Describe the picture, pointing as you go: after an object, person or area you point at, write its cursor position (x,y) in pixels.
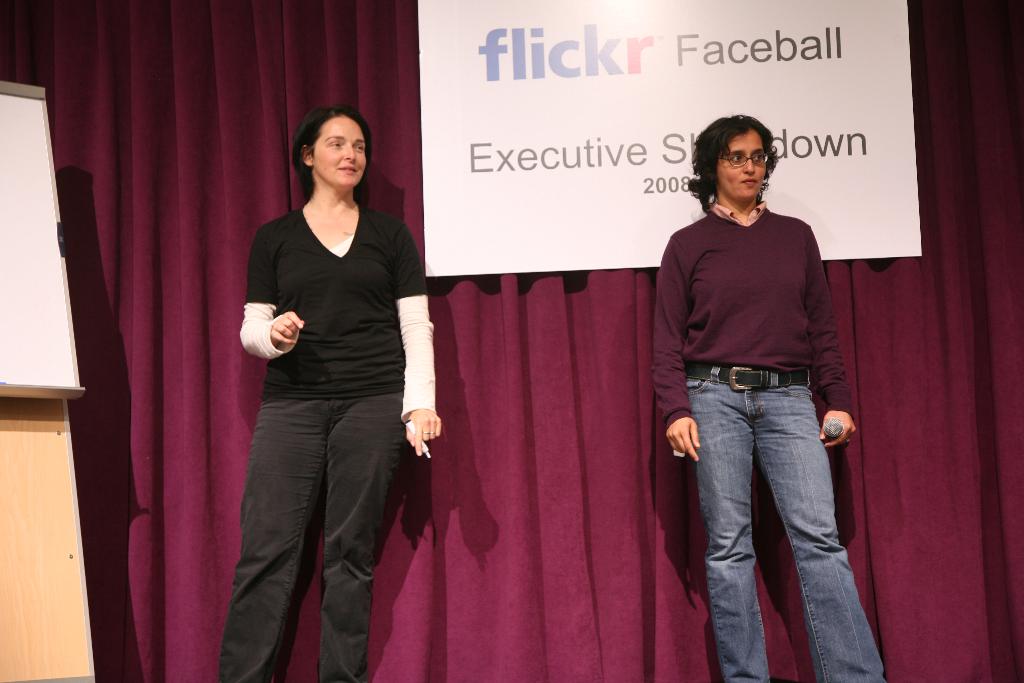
In this image we can see this person (402,426) wearing black T-shirt (303,364) is holding a marker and this person (796,317) wearing maroon color T-shirt (751,343) is holding a mic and they both are standing here. Here we can see the board (18,230) and in the background (100,170), we can see the maroon color curtains (597,332) and the board (519,251) on which we can see some text (838,33).
